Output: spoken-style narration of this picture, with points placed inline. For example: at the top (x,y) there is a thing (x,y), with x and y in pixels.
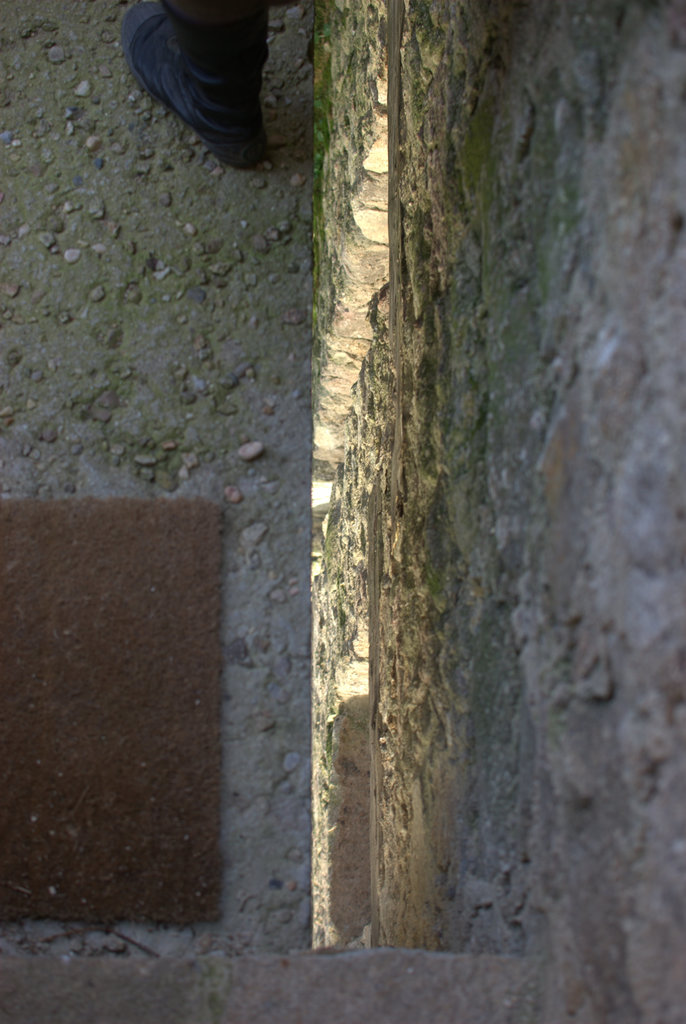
In this image there is a mat (149,695) on the floor (146,422). There is a wall (540,485) and we can see the leg (252,140) of a person (211,119).
